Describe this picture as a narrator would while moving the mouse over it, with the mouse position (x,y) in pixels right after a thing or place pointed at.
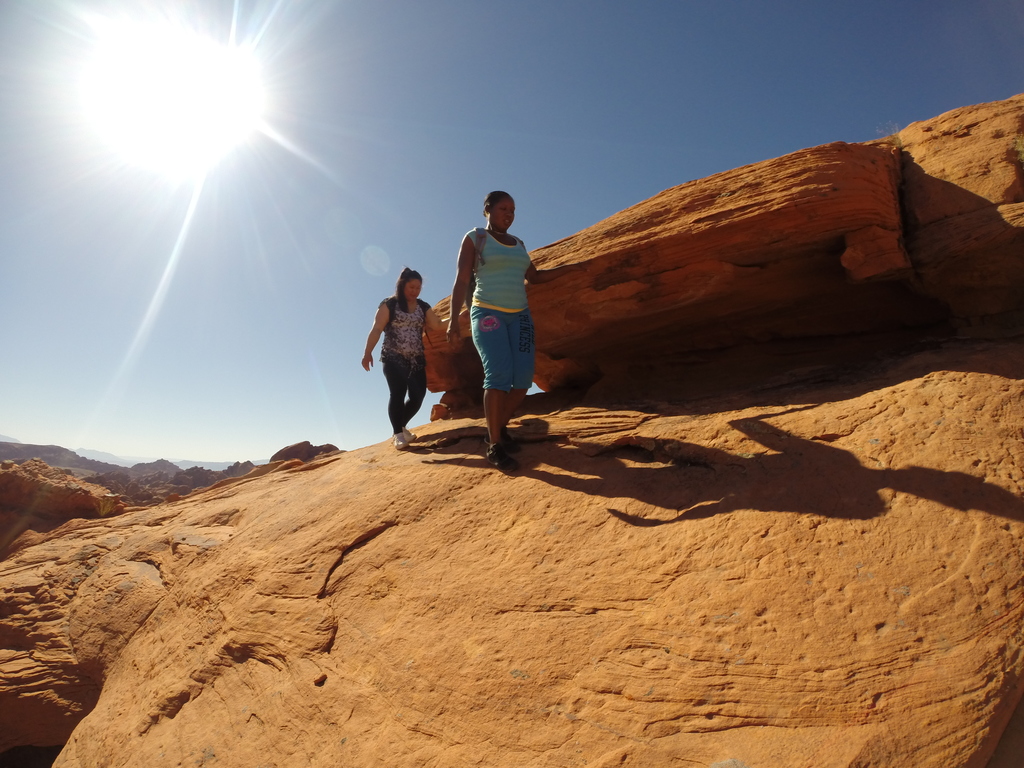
This is an outside view. At the bottom of the image (178,569) there are many rocks (378,572) and I can see two persons (408,334) are walking on the rock (408,536). At the top of the image (407,137) I can see the sky (525,76) along with the sun (155,110).
